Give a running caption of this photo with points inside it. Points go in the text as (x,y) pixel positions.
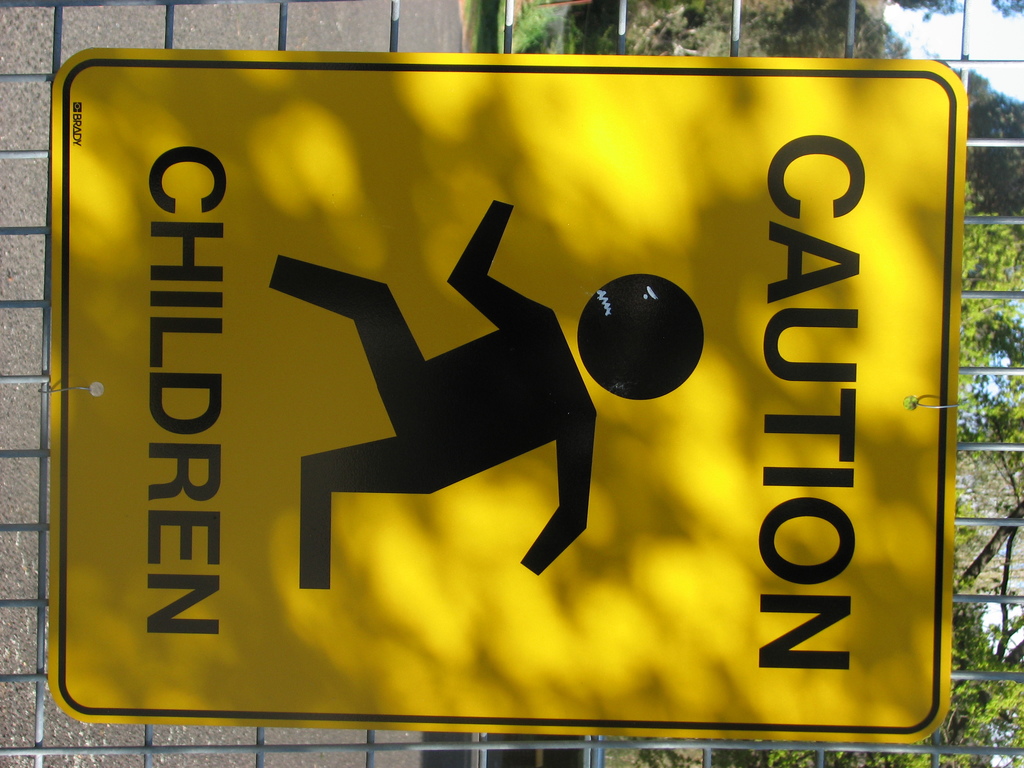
In the foreground of the picture (454,667) there is a board (76,469) on the fencing (46,678). In the background (715,23) there are trees (715,23) and wall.
